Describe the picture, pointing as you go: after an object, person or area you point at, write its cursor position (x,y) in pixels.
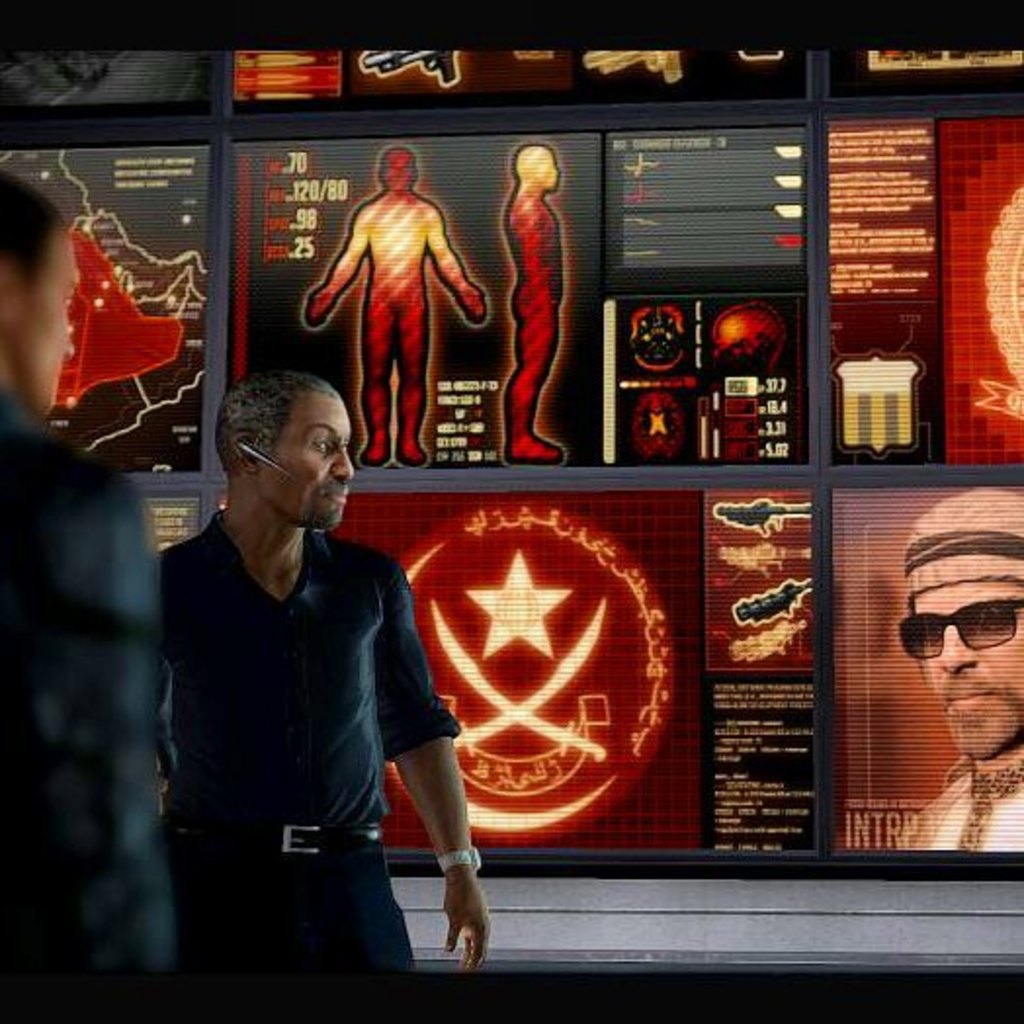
It is a graphic picture. On the left side of the image (220,779), we can see two persons (237,872) are standing and they are in black shirts (193,723). In the background (480,575), we can see one screen (628,549) and a few other objects (601,594). On the screen (662,616), we can see one person (927,624) wearing sunglasses (976,636) and some other objects (642,658). And we can see some text (747,780) on the screen (477,599).
